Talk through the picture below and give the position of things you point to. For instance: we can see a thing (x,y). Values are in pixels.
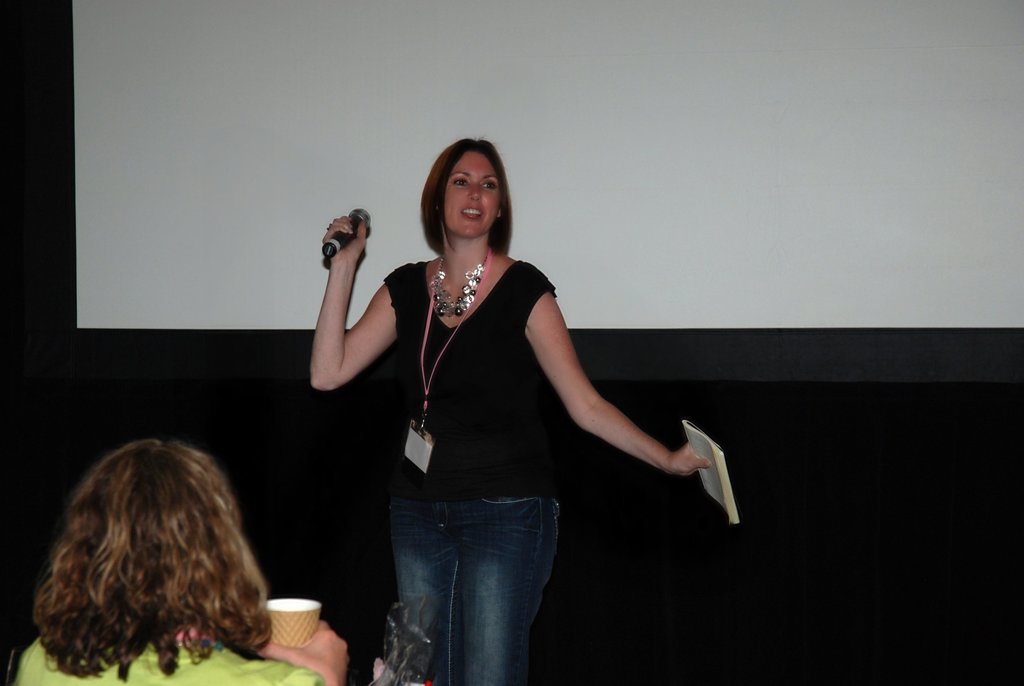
A lady (470,373) with black top (515,399) and a jeans (486,527) is standing. She is holding a mic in one hand (359,251) and book (698,429) in another hand (683,465). In front of her there is a lady (126,661) with green dress (274,667) is sitting and holding a cup (310,628) in her hand (331,655). In the background (300,154) there is a screen (233,200).
